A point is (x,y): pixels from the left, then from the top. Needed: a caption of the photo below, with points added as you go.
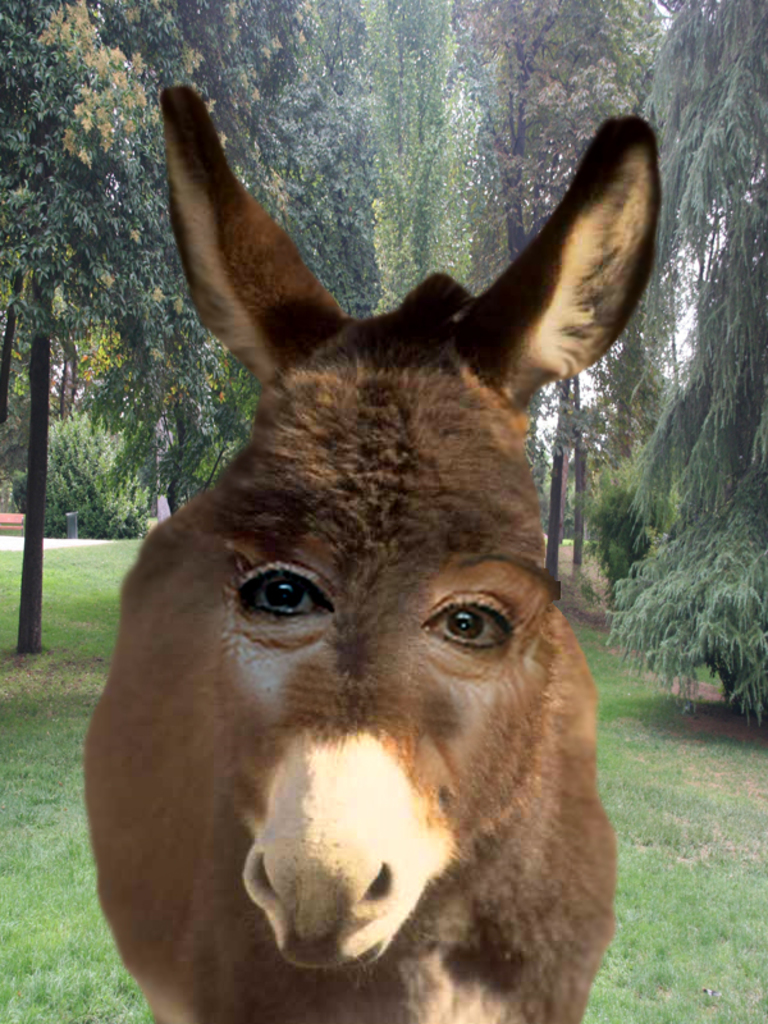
There is a brown animal (253,604). On the ground (81,723) there is grass (48,847). In the background (675,433) there are trees (75,192).
